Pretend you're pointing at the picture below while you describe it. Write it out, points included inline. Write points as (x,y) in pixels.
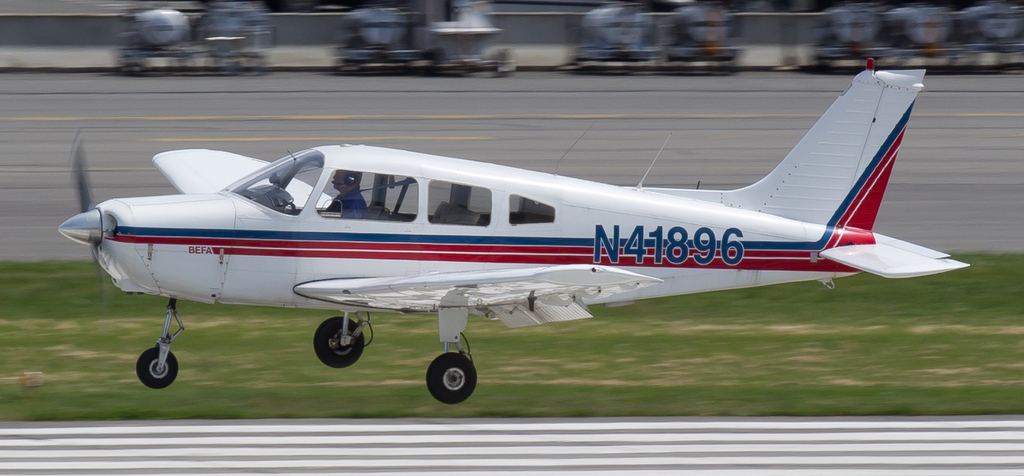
In this picture I can see a plane (268,291) and a human (344,182) sitting in the plane (452,242) and I can see text (667,252) on the plane (734,238) and I can see grass (760,339) on the ground (134,307) and a blurry background (372,8).
